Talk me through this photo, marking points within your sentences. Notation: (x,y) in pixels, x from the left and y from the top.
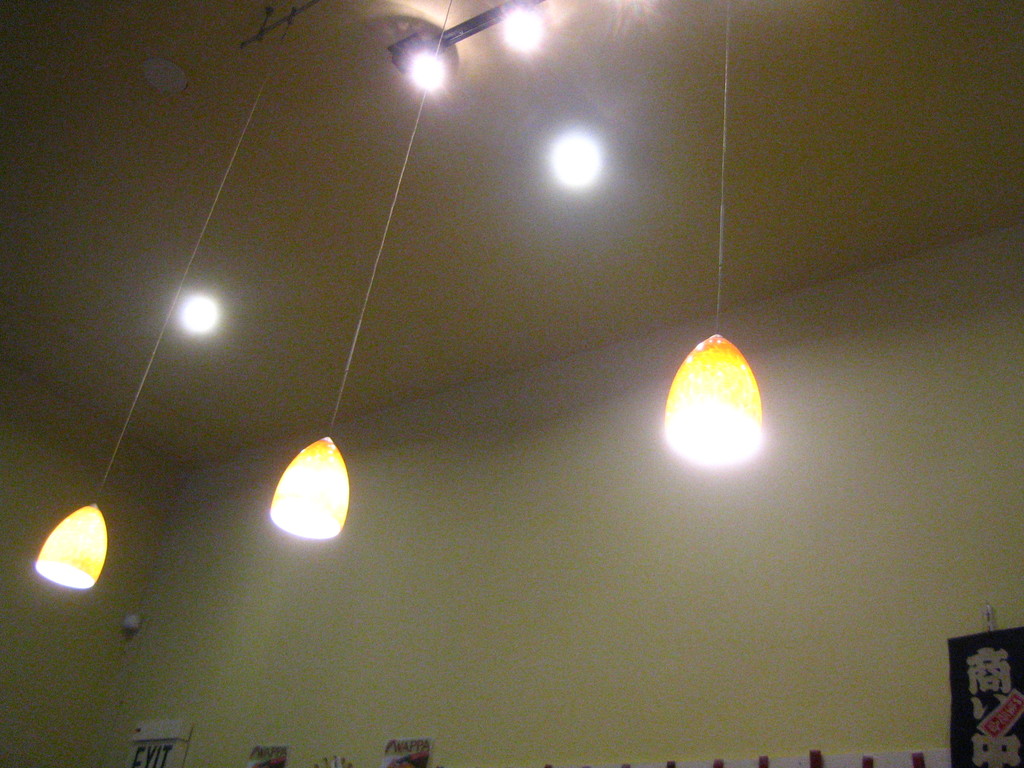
In this image there are lights (291,481) which are hanged to the roof (524,81). At the bottom (148,751) there is a exit board (153,738) on the left side (162,748). There is a poster (974,690) which is sticked to the wall (934,726). At the top (564,138) there are lights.
